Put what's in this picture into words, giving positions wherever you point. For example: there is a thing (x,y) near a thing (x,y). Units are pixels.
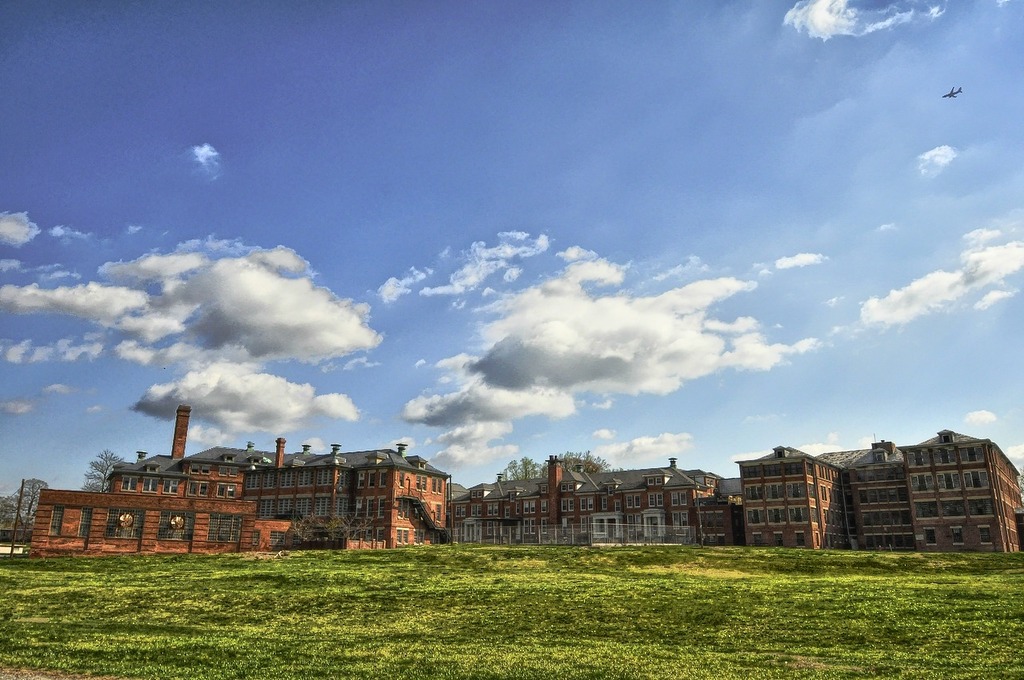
In the center of the image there are buildings (597,507) and trees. At the bottom (259,624) there is grass (640,615). At the top (491,131) there is sky (407,135) and we can see an aeroplane (962,87) flying in the sky (670,169).
